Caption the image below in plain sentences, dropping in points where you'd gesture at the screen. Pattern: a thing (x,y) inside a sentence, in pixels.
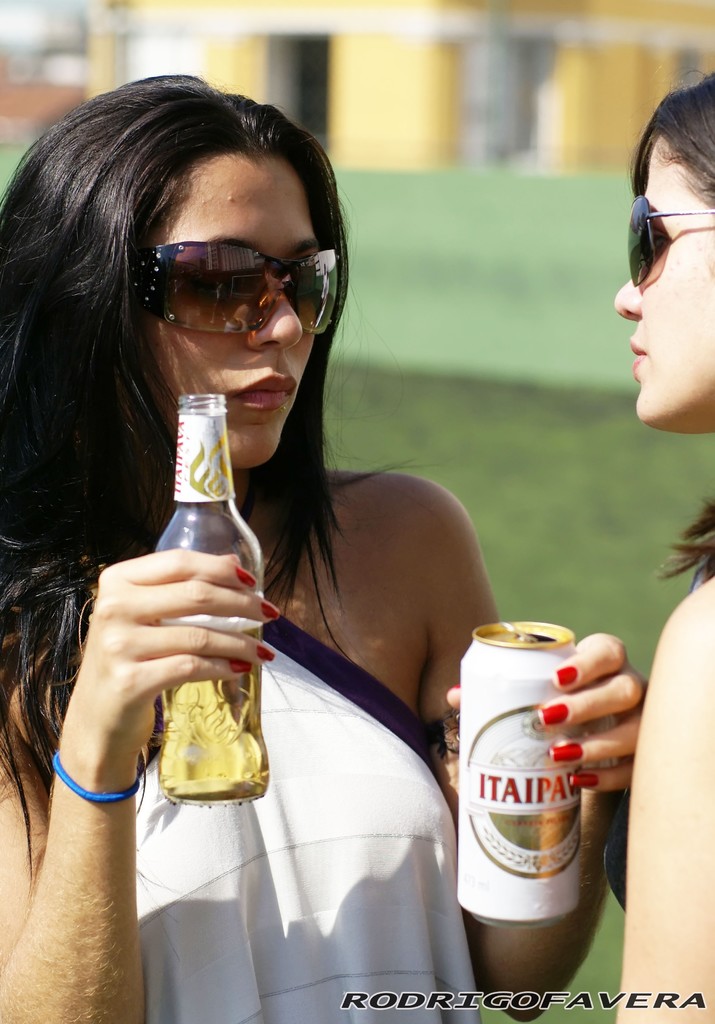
In this image i can see there are two women (240,836) one is holding a glass bottle (197,707) in her hand (217,674).
